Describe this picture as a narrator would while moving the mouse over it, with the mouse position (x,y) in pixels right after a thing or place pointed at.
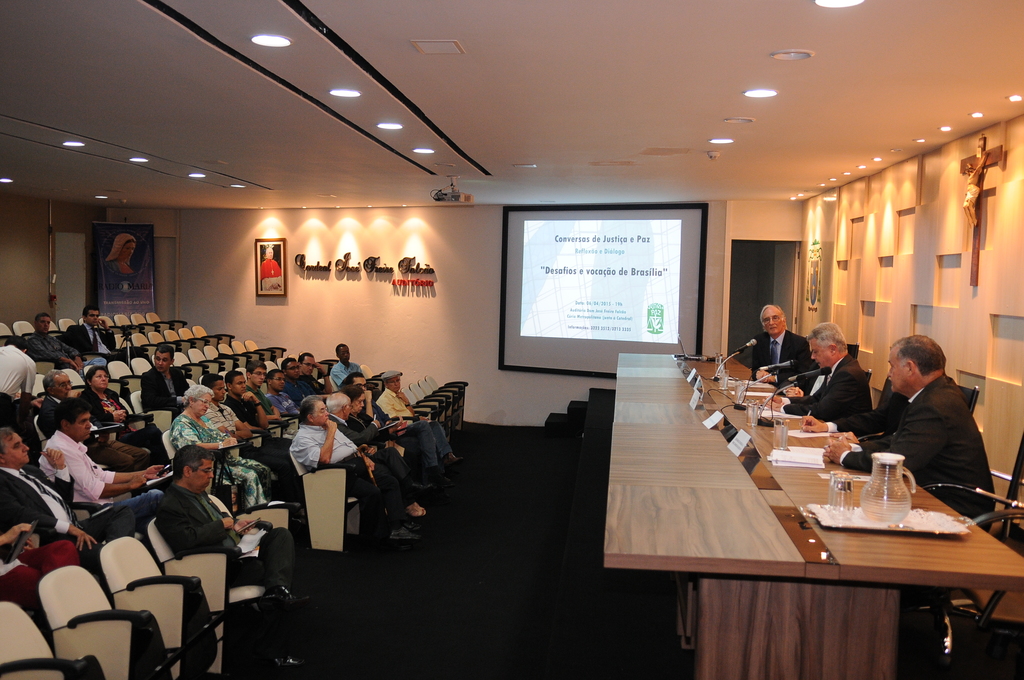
On the left side (194,446), we see the people (178,513) are sitting on the chairs (147,541). Some of them are holding the papers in their hands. At the bottom (480,536), we see a carpet (405,615) in black color. On the right side (781,378), we see three men (832,395) are sitting on the chairs (1011,504). In front of them, we see a table (693,470) on which glass jar (894,453), glasses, papers (817,449), name boards (696,383) and microphones (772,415) are placed. Behind them, we see a wall (977,349). In the background (537,311), we see a projector screen (504,306) which is displaying some text (552,271). Behind that, we see a white wall (177,236). We see the photo frames (268,242) are placed on the wall (369,323). At the top (370,57), we see the ceiling (566,111) of the room (566,111). This picture might be clicked in the conference hall (450,491).
